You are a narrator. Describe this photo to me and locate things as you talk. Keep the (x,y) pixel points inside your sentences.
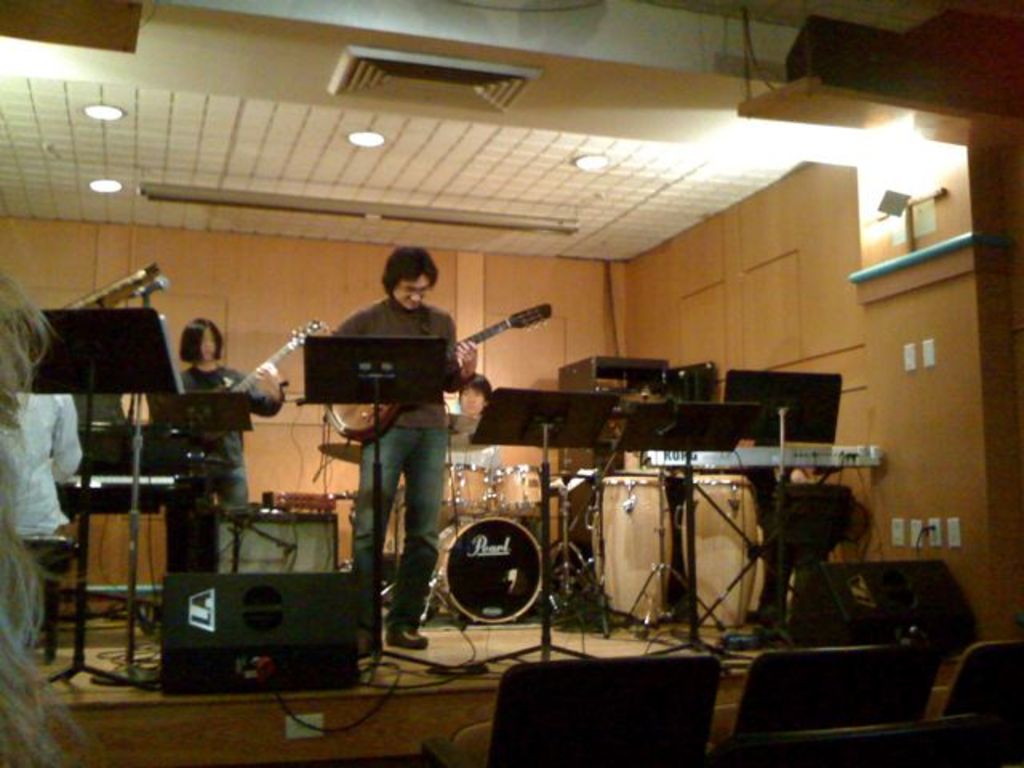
A man (421,282) is standing and playing a guitar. In front of him there is a book stand (369,390). And others (215,356) are also playing some musical instruments (112,298). Behind them there are drums (500,482). And top of them there is a light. In front of them there is a chair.
